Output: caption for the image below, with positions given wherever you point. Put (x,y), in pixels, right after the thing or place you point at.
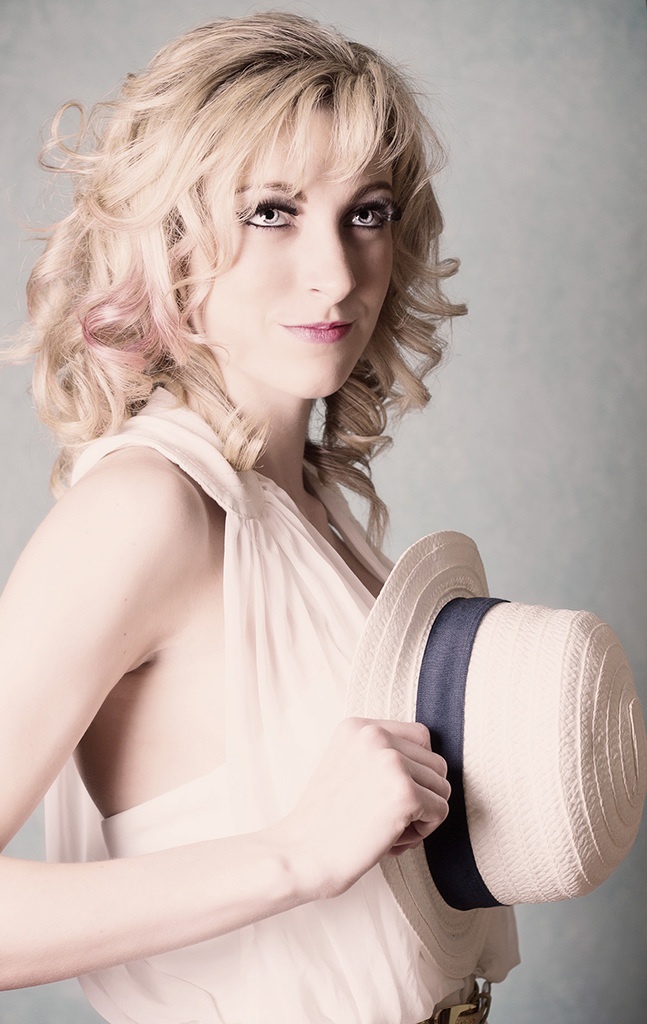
In this image I can see a person (174,810) standing wearing cream color dress (295,664) and holding a cap (436,662) which is in cream color and I can see grey color background (11,87).
